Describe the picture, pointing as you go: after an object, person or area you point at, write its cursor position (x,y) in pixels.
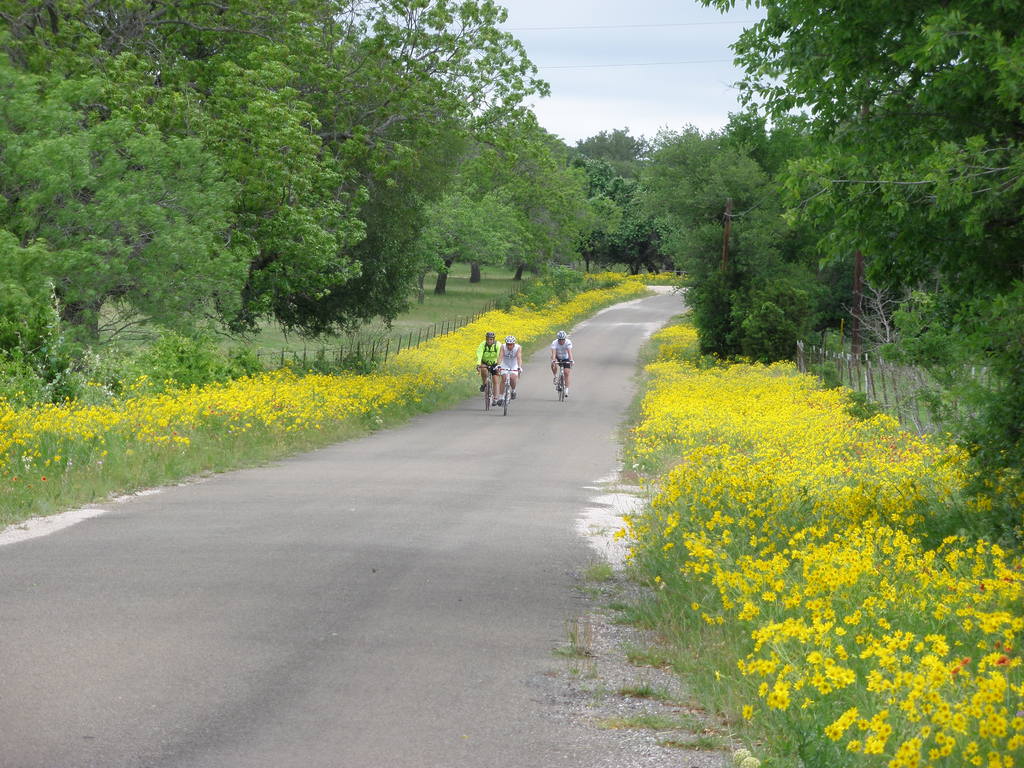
In the picture we can see a road (278,601) with three people (498,371) are riding bicycles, and on the both the sides of the road (271,631) we can see grass plants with yellow colored flowers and trees (526,195) and in the background (537,260) also we can see many trees (715,172) and top of it we can see the sky (604,90).
